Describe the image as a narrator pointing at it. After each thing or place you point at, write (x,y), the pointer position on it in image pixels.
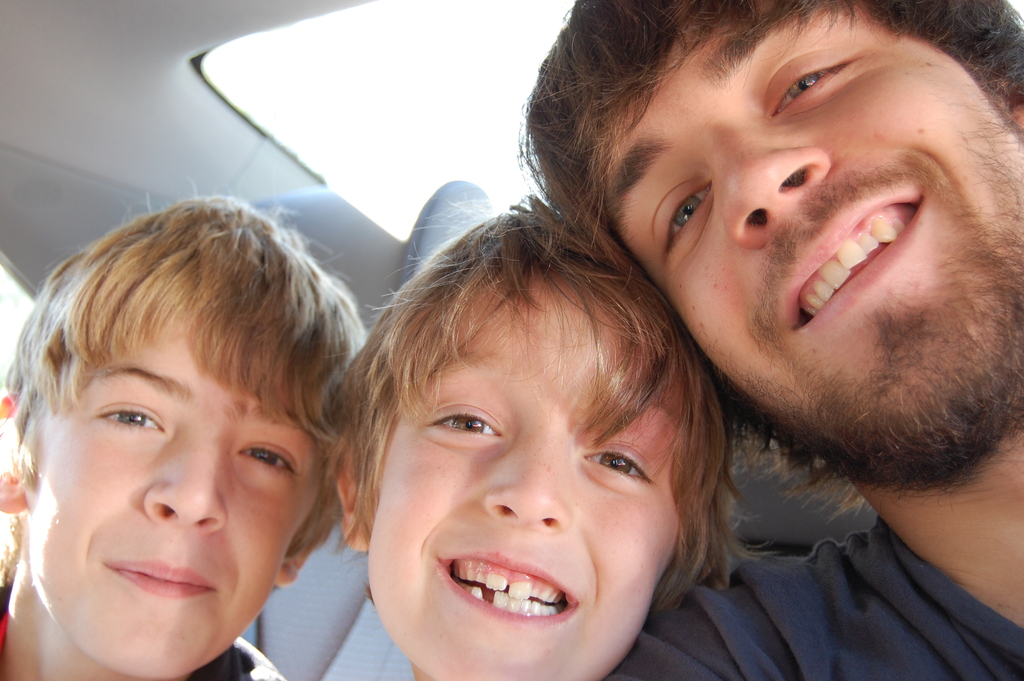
In this picture we can observe three members (571,383). All of them are smiling. One of them is a man (872,393) and the other two are boys (264,415). They are sitting in a vehicle (74,93). In the background (358,102) we can observe back windshield (404,83) of a vehicle (388,88).
